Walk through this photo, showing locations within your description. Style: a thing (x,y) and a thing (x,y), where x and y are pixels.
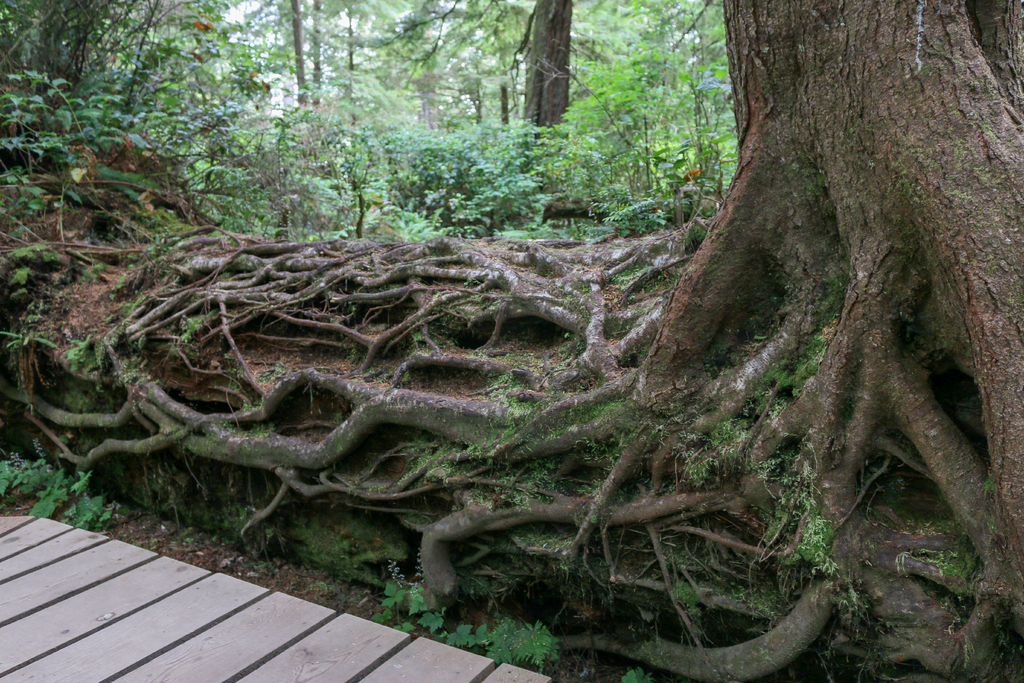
In the image there is a wooden bridge (151,619) on the left side (118,604) with trees (361,21) and plants (428,165) behind it all over the place.
